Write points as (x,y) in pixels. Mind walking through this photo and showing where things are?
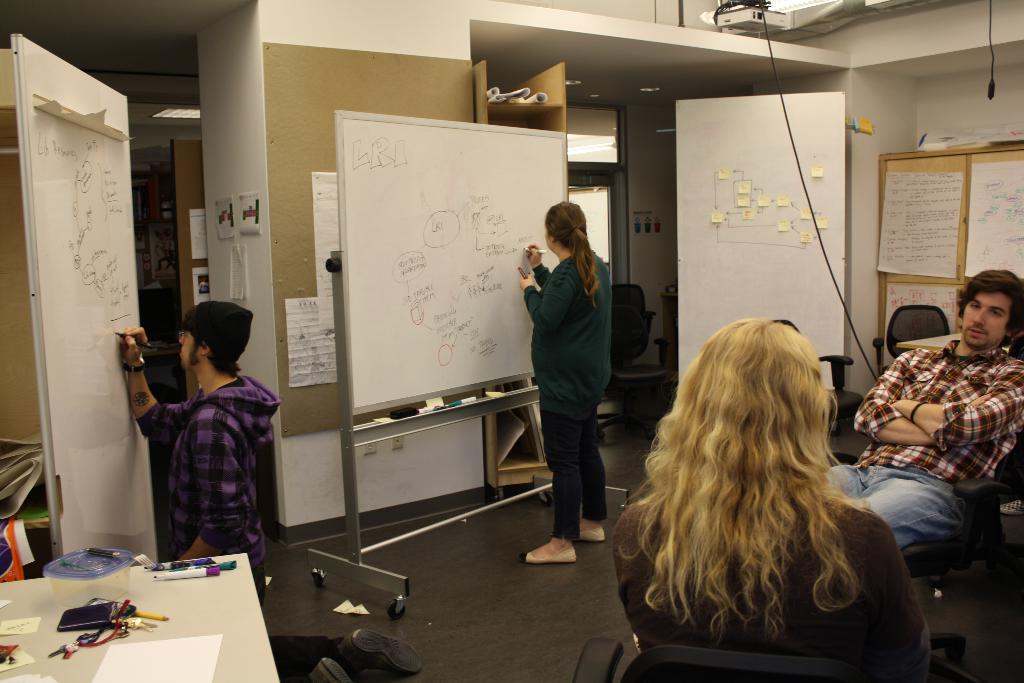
In this image there are two people (697,463) sitting on a chairs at the middle of room (271,303), behind them there are another people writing something on board (360,207), also there are some notice boards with some papers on it. Also there is a table (192,626) with pen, phone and key chain (126,626) and papers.
